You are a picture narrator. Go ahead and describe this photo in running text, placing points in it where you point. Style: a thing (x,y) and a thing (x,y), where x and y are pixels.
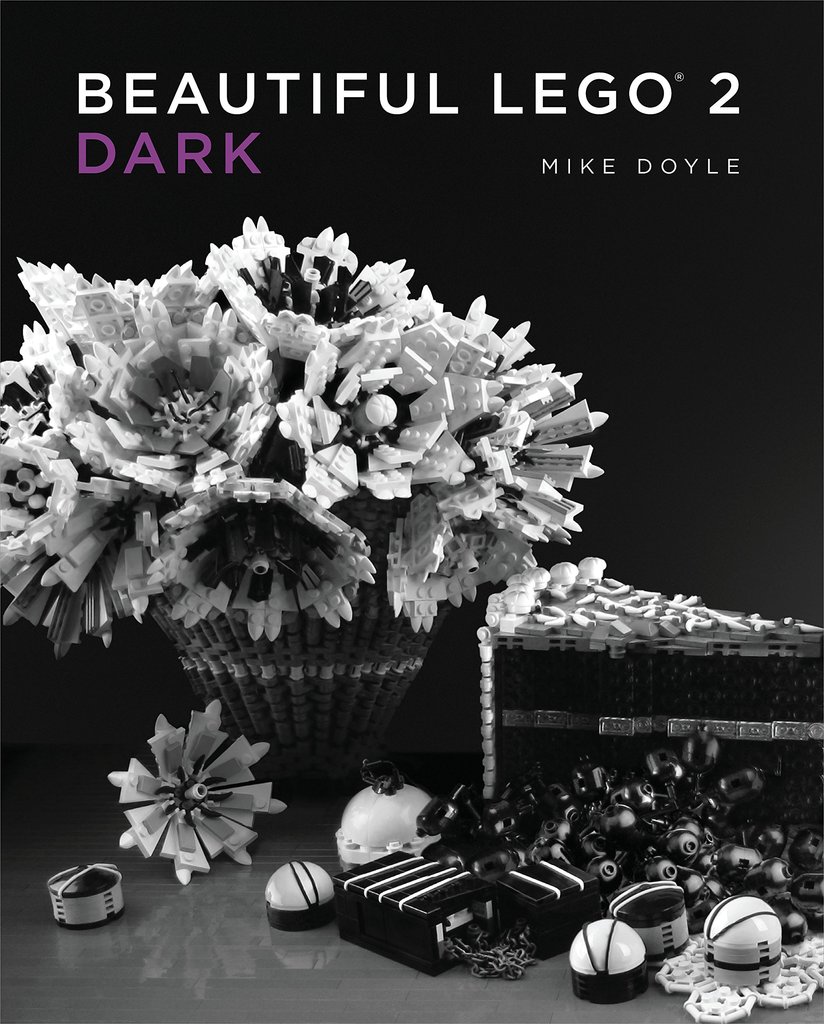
In this image we can see a poster (507,117) with text (456,112) and image of few lego toys (576,791).
